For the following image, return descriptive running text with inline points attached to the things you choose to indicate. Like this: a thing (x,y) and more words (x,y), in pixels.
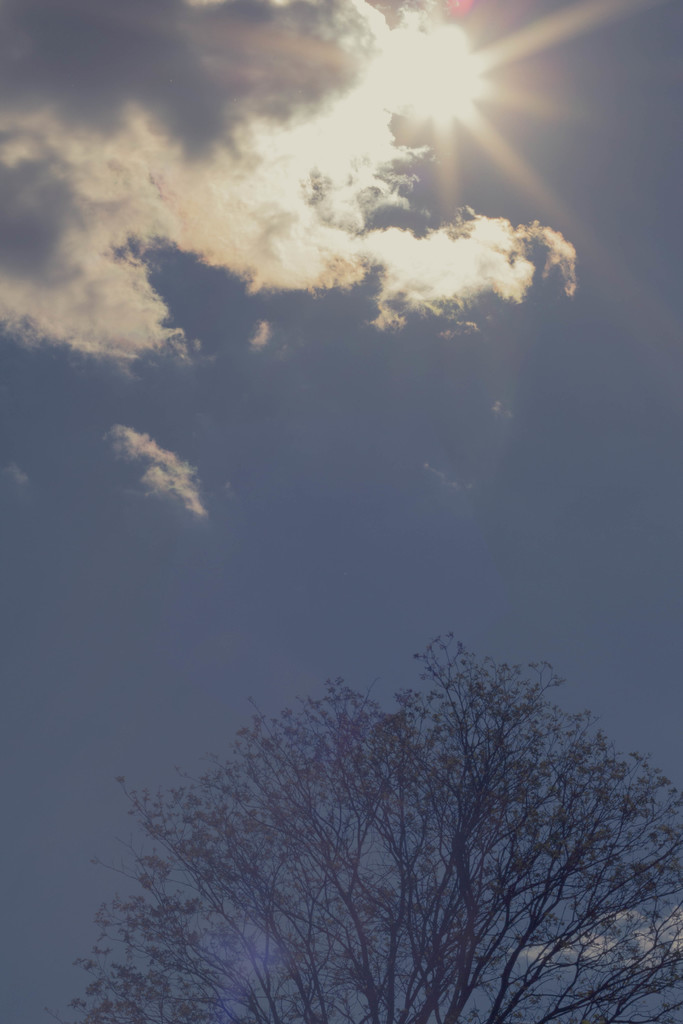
In this picture I can see a tree (394,941), the sky (329,330) and the sun (411,83).
